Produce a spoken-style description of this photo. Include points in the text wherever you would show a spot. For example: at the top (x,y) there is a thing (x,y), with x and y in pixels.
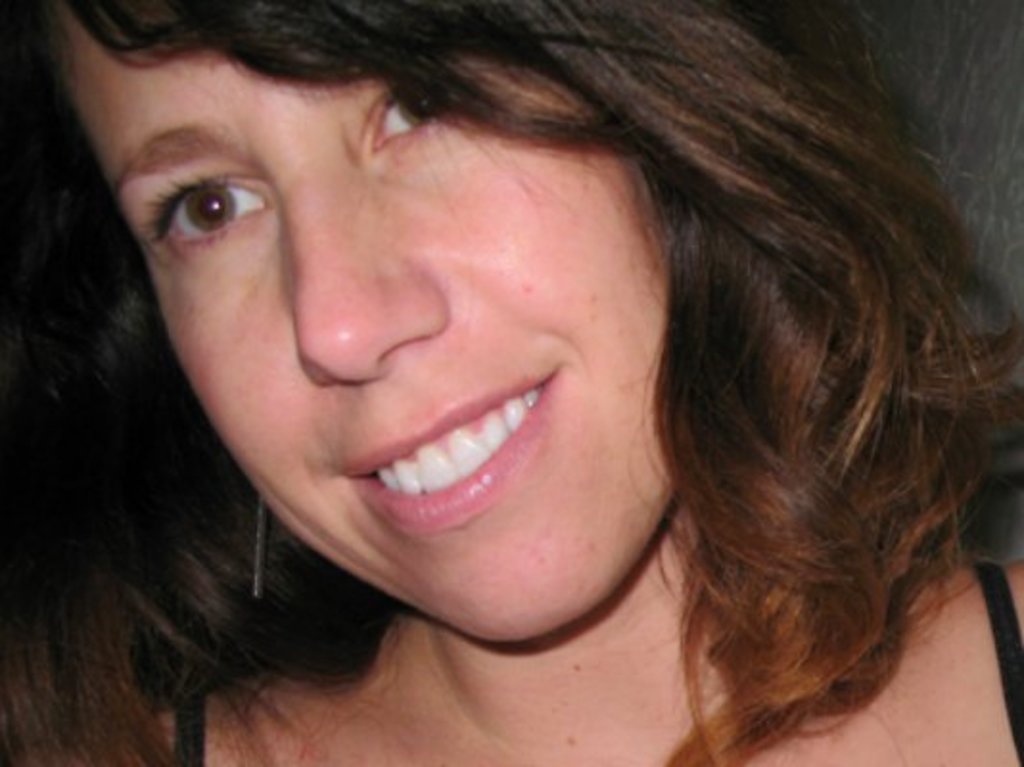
In this image I can see a woman (324,372) and I can see smile (507,397) on her face (520,464). I can also see she is wearing black colour dress (994,580).
